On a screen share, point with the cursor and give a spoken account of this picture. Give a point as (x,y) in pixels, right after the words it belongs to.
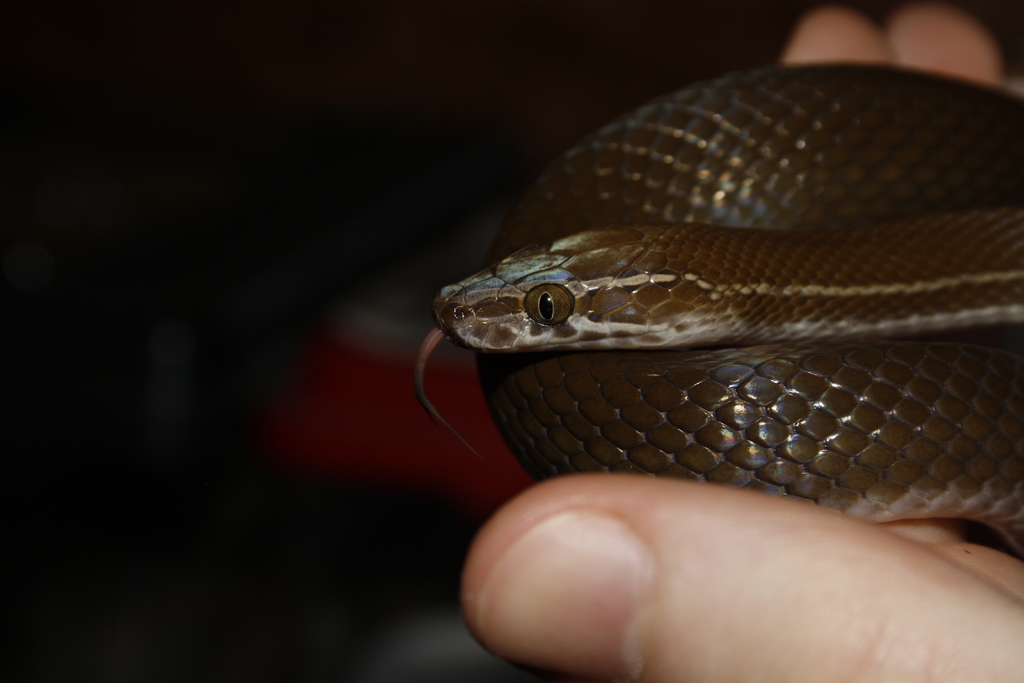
In this image, on the right (753,358) there is a person hand (939,610) holding a snake (788,330).
